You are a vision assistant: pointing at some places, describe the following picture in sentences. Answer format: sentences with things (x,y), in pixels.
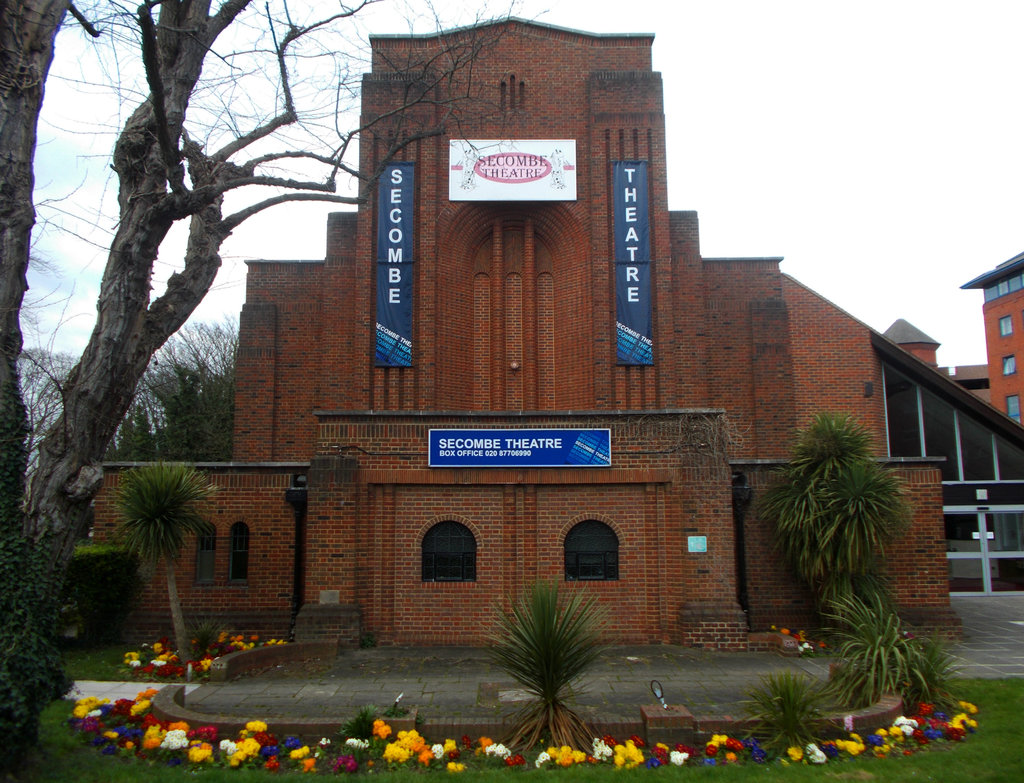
In this picture I can see few flowers (598,743) and plants (644,759) at the bottom (602,743). There are boards (542,437) on a building (530,339), on the left side (165,437) I can see few trees (160,457), at the top (669,70) there is the sky (662,52).
